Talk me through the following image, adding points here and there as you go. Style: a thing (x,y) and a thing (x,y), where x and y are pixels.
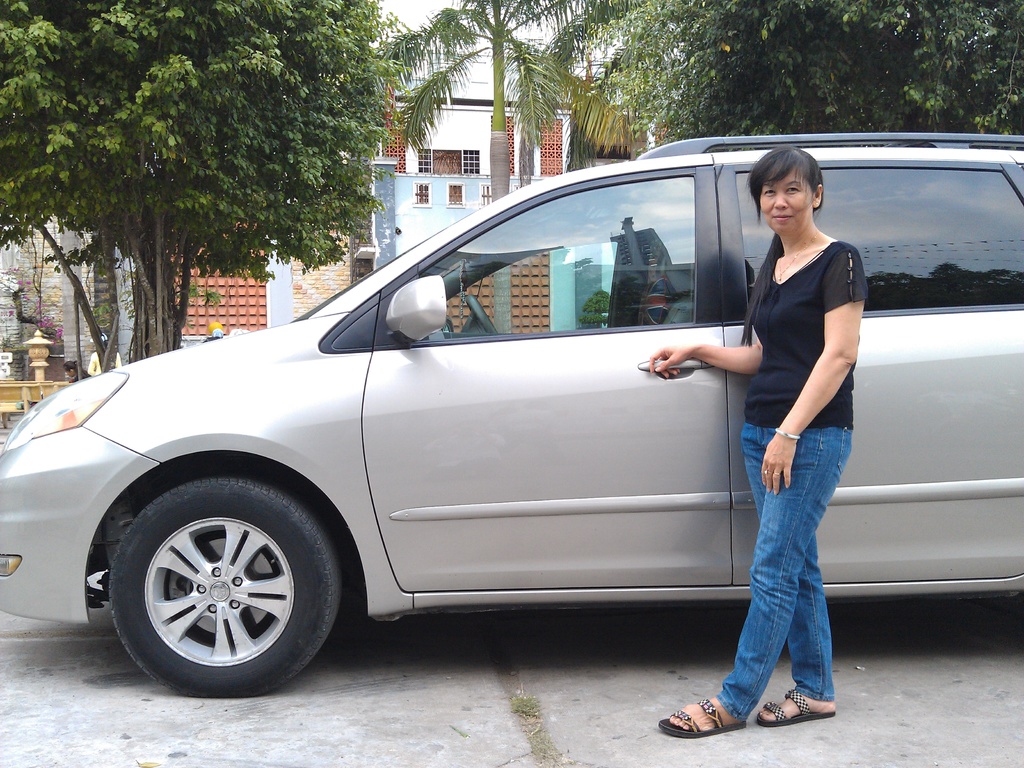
In this picture we can see a woman (763,443) standing beside the car (707,419), in the background (445,126) there is a building (467,99), we can see trees (943,63) in the middle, there is the sky (416,22) at the top of the picture (417,20).
